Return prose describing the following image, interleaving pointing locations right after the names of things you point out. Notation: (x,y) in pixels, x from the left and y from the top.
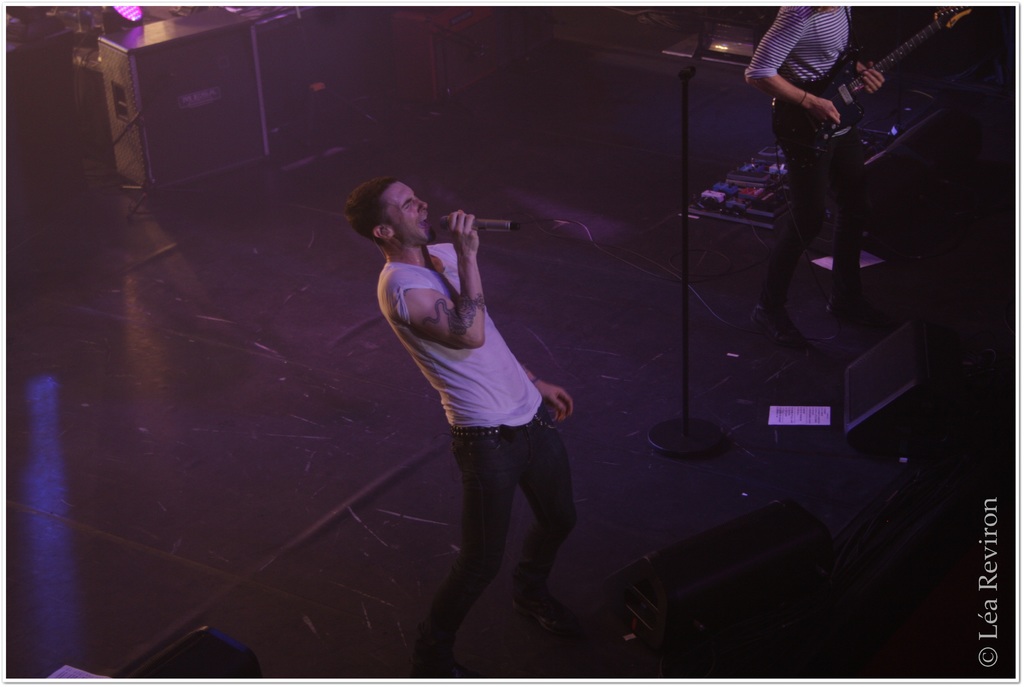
In this image I can see a person (361,231) standing and holding a microphone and singing, the person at right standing and playing a musical instrument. Background (113,106) I can see a black color box (172,31) and few lights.
